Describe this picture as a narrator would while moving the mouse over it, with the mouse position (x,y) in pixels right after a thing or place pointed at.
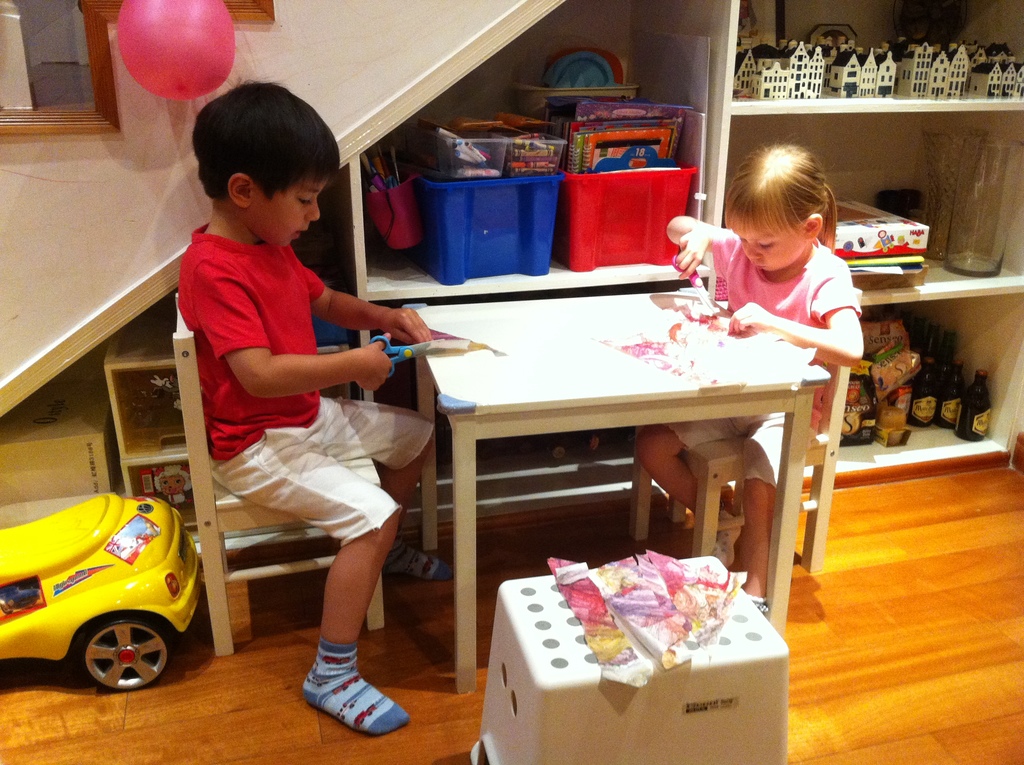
This image consists of a two kids (796,165) sitting on the chair (832,470) in front of the table (705,405) on which papers (717,350) are there and holding scissor (403,357) in their hands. At the bottom (531,608) stool (508,649) is there and in the left (139,502) a toy car (134,589) is visible of yellow in color. On the top (333,60) left (23,296) staircase (244,73) is visible of white in color and a balloon (166,90) is there. And shelves (361,249) are visible in which trays (616,180), bottles (945,369), glasses (971,258), handicrafts (965,79) and so on visible. This image is taken inside a room (953,594).
